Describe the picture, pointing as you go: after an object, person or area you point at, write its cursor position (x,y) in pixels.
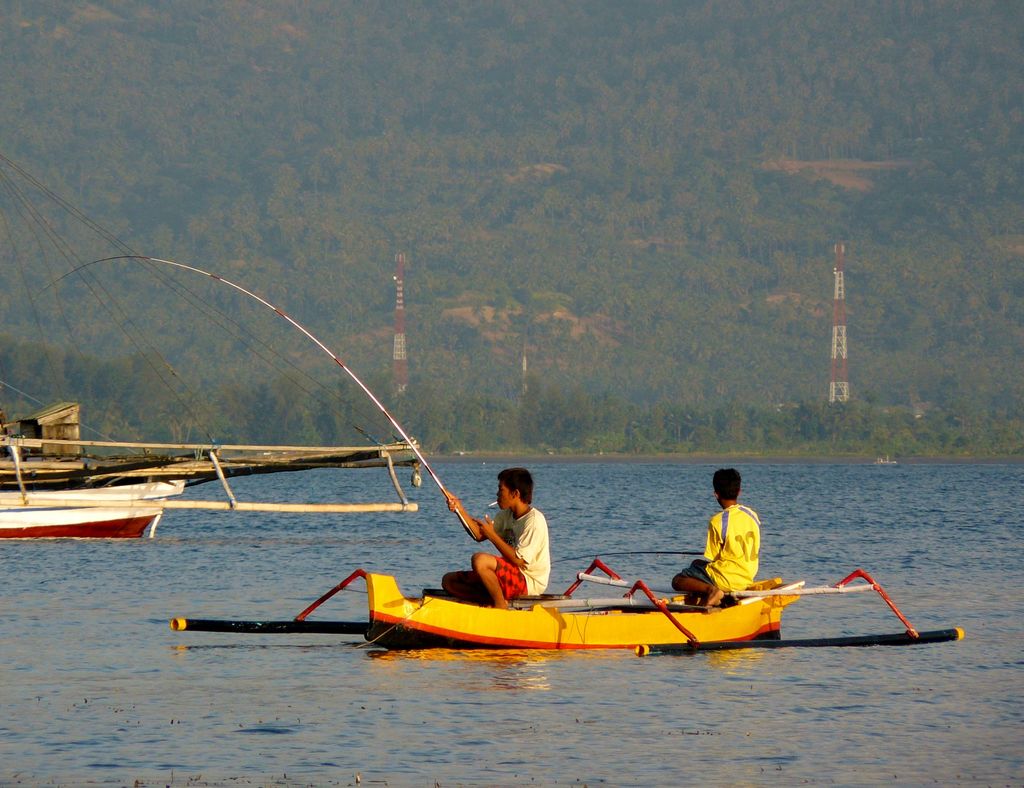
In this picture I can see the water (501,696) at the bottom (608,741), in the middle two boys (493,566) are sitting in the boat (647,610) and it looks like they are fishing. In the background (748,242) I can see two towers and many trees (477,241).
